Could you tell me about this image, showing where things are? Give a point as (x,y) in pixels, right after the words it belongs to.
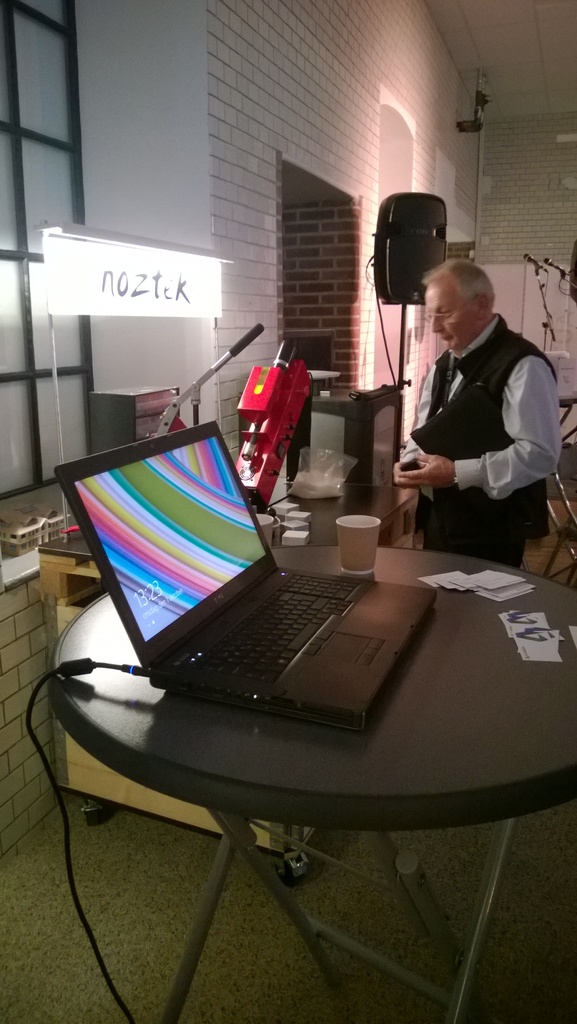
In this image I can see a man (456,361) is standing and here on this table (507,648) I can see a cup (342,568) and a laptop (201,491).
